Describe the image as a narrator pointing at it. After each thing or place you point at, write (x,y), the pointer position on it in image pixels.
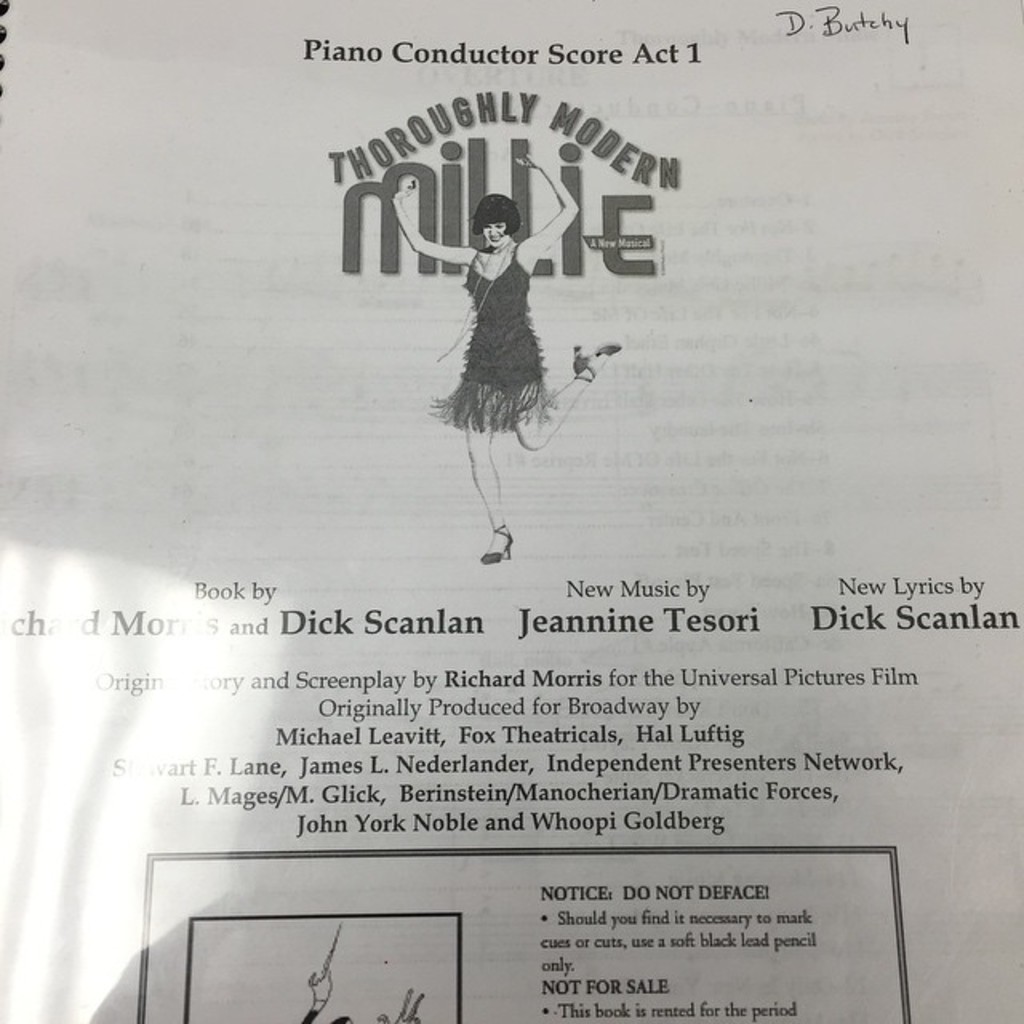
In this picture I can see the text (429,823) at the bottom (505,824), in the middle (522,346) there is a diagram (516,304) of a woman (495,367) on the paper (406,181).
